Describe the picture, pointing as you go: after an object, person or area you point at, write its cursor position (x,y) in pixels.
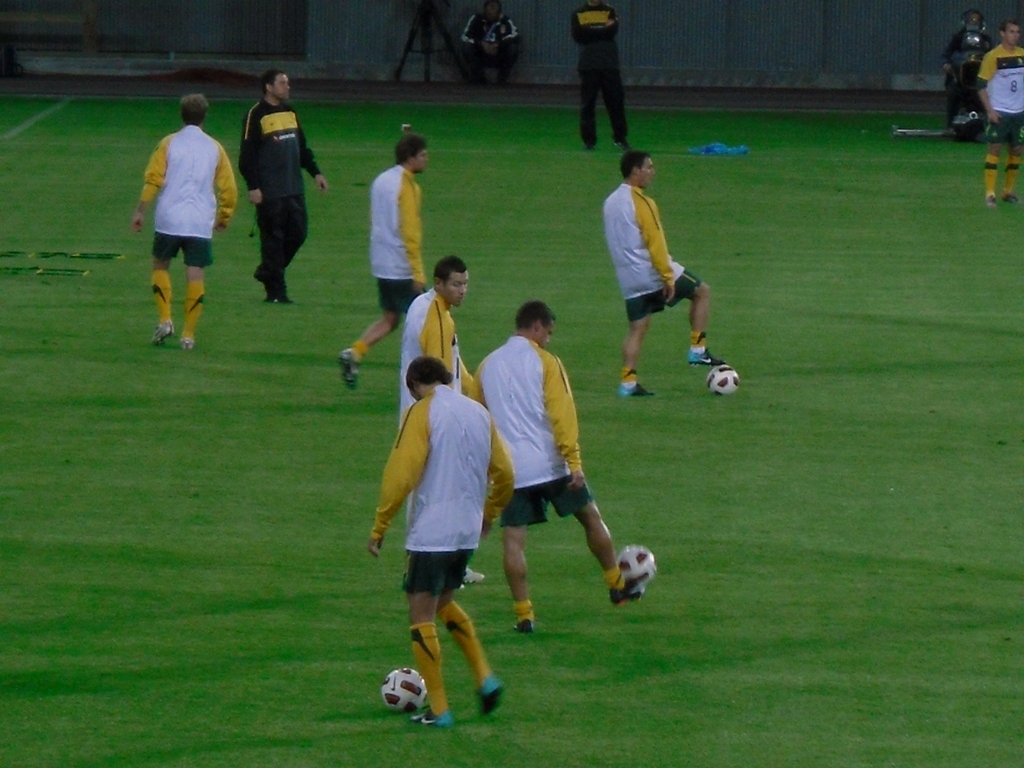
In this picture there are some players (508,370) in the ground (380,678) playing with a ball (635,557). Some of them are walking here. In the background (590,92) there is a guy (603,92) standing and watching.
